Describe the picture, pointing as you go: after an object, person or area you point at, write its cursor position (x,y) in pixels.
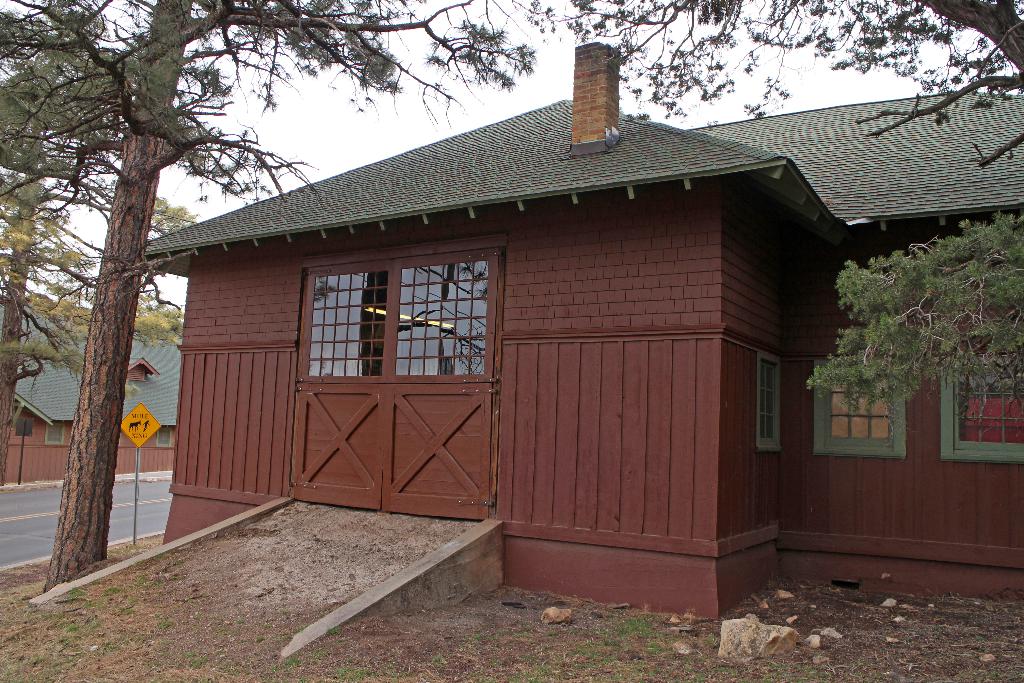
In this picture I can see the grass (247,647) in front (639,676), on which there are few stones (730,642) and in the middle of this picture (345,267) I can see the road (50,543), a sign board (146,422), few trees (74,460) and 2 buildings (518,271). On the top of this picture (801,84) I can see the sky (573,56).
